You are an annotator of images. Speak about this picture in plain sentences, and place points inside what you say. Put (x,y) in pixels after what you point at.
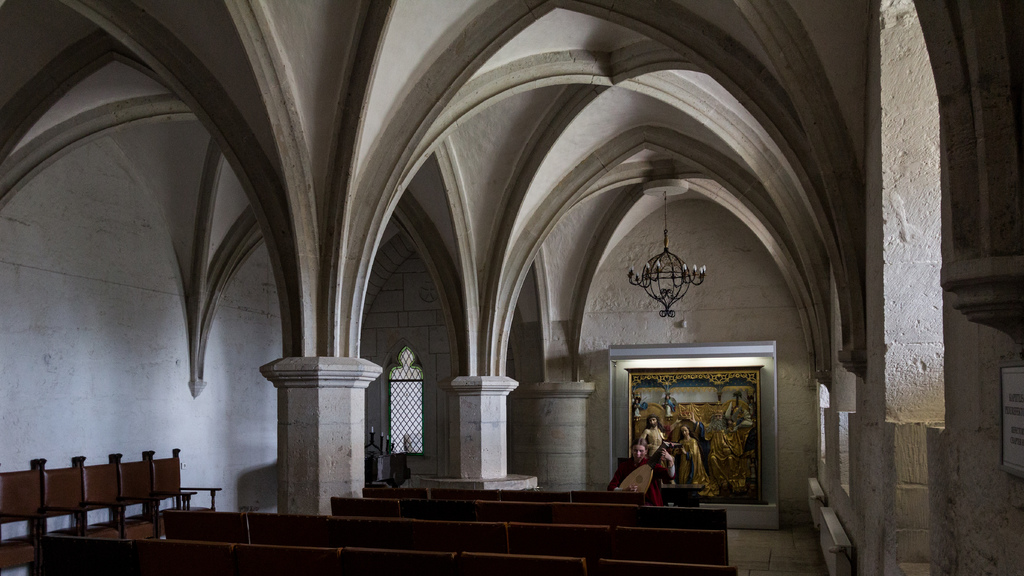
In this image I can see the inner part of the building (99,400). I can also see few pillars (339,397) and windows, and the wall (241,393) is in white color. Background (739,487) I can see a frame (757,420) attached to the wall (646,334) and I can also see few benches (373,546).
